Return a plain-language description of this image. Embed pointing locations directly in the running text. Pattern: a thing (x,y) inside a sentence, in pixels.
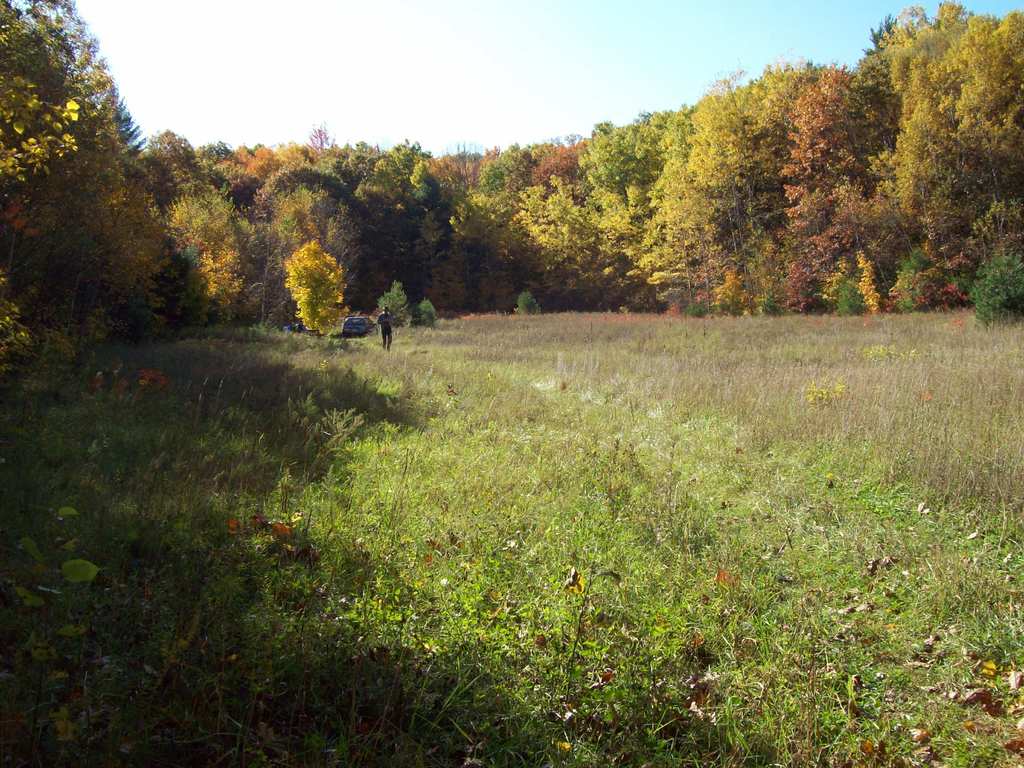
In this image at the bottom (182,587) there are some plants (476,536) and grass (370,387), and in the background (392,318) there is one person (389,330) and it looks like a vehicle (348,320) and there are trees (249,229). At the top (515,98) there is sky (322,42).
